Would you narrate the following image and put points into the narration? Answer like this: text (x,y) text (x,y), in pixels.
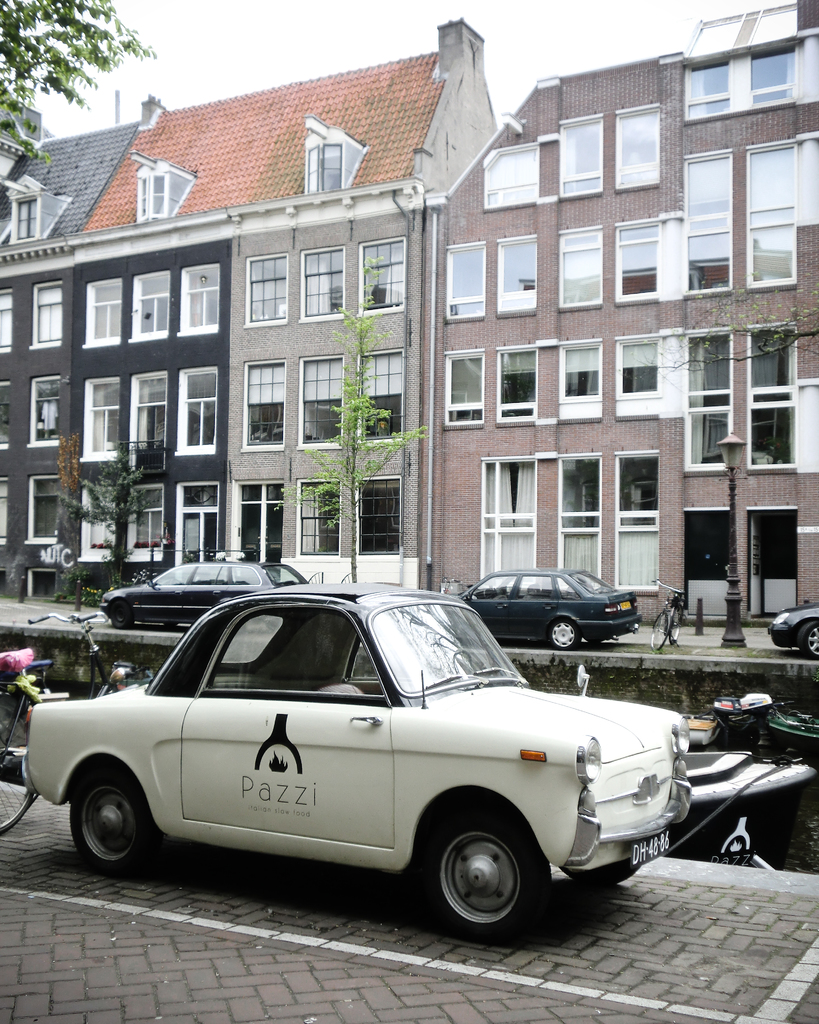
In this picture there are buildings (334,269) and trees (120,542). In the foreground (425,604) there are vehicles (523,806) on the road (558,873) and there is text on the vehicle (348,773) and there is a streetlight (736,449). At the top (407,44) there is sky (407,44). At the bottom (383,1001) there is a road (341,998) and there are curtains (488,489) behind the windows (485,504).
